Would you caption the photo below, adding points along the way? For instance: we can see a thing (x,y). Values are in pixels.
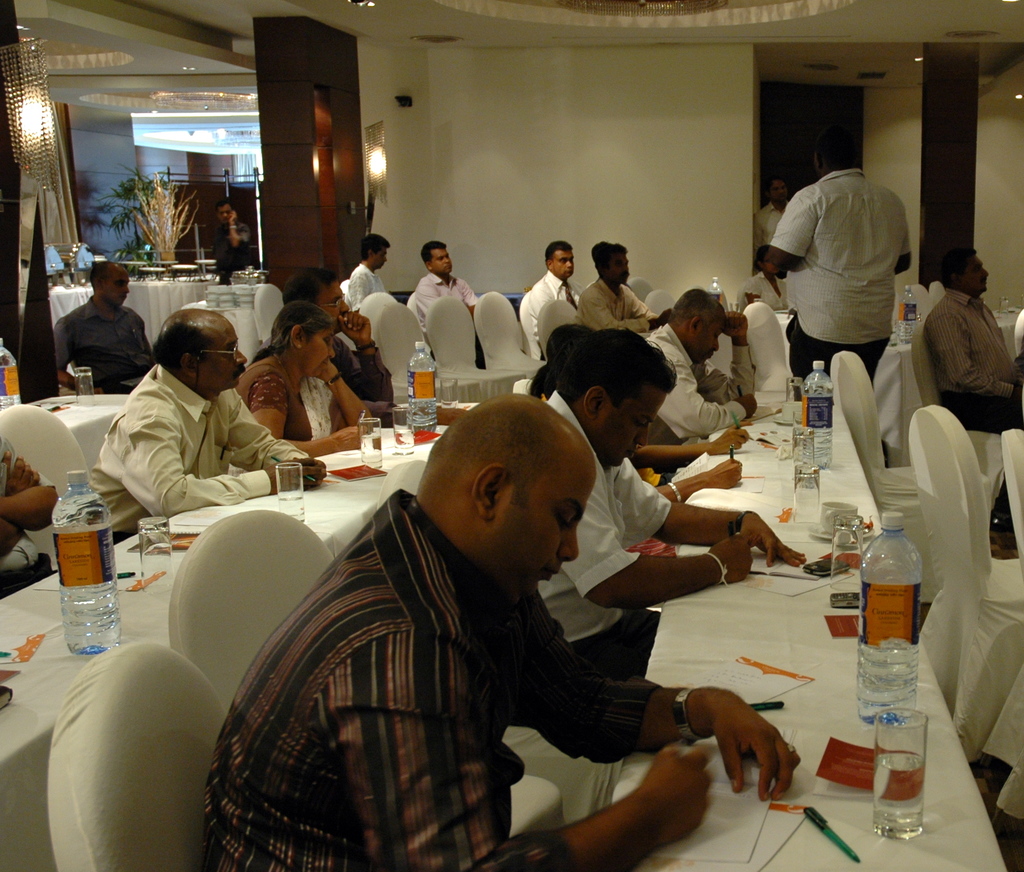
As we can see in the image there is a white color wall (622,119), lights (9,94), plants (109,193), group of people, chairs (104,826) and tables (96,432). On tables (721,856) there are papers (730,682), pens (839,836), glasses (920,711), bottles (905,601) and white color clothes (749,624).
